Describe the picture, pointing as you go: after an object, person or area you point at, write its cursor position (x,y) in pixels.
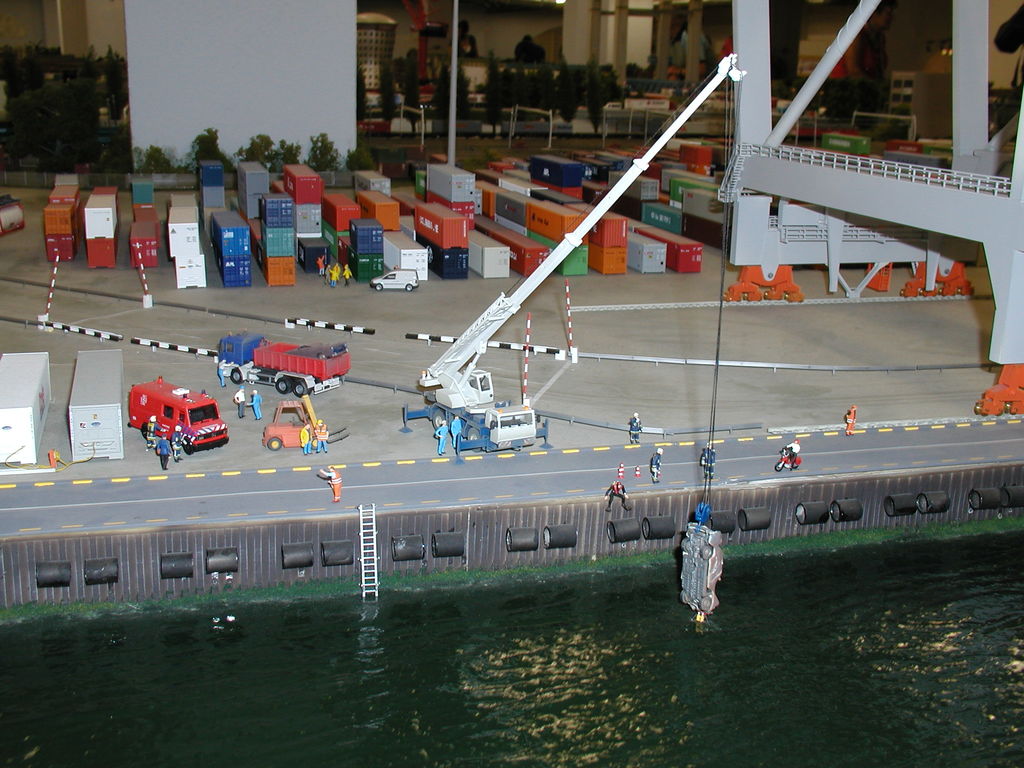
In the foreground of this depiction city, we can see water (489,701) at the bottom (668,701) and also see crates (109,395), vehicles (248,380), people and a car (698,577) to the hook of a crane (705,520). In the background (473,201), there are crates (210,174), trees (117,107), few poles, a pillar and the buildings (589,32).
